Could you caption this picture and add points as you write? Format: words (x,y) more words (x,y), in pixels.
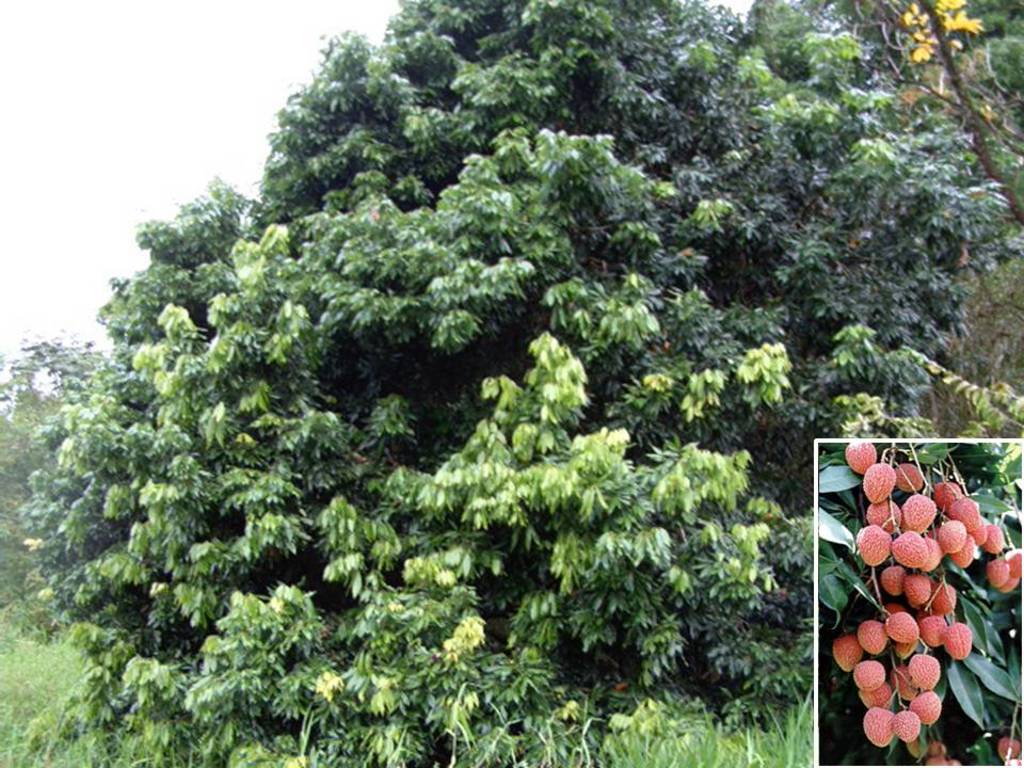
In this picture I can see there is tree (845,564) with fruits (902,576) and there is another image of trees (642,90) with grass (694,762) on the floor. The sky (207,110) is clear.
